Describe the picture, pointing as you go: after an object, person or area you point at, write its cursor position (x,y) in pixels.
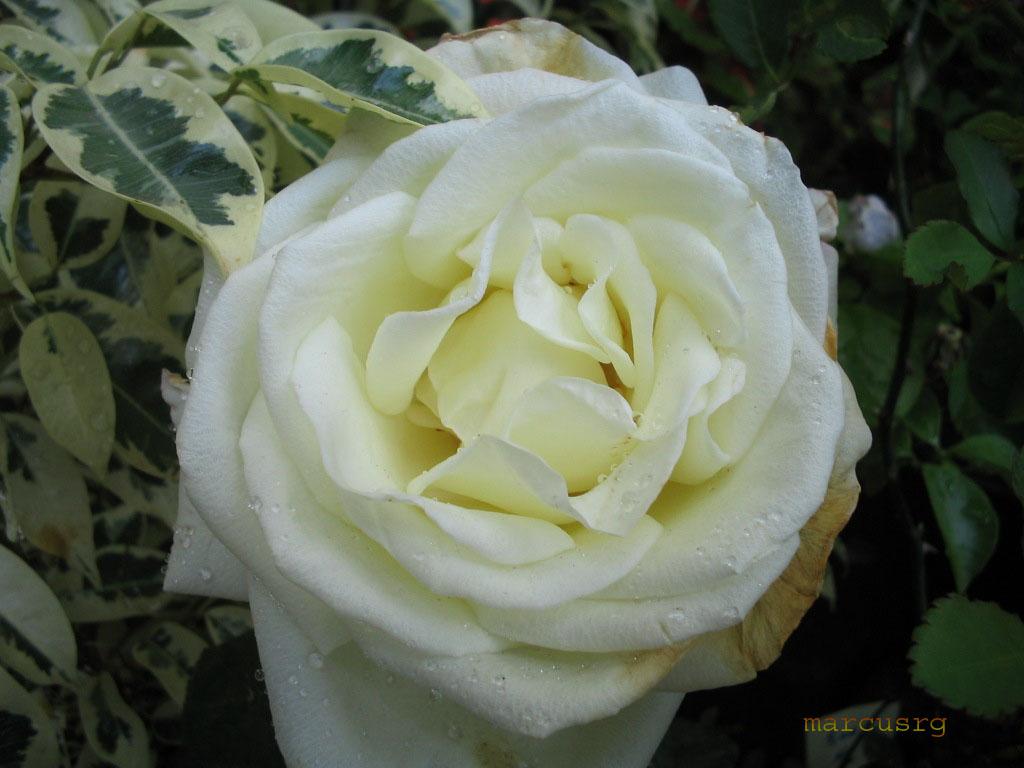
In this image I can see a flower (555,357) which is yellow and white in color to a tree (156,159) and I can see few leaves (244,177) of a tree (213,79) which are green and cream in color.
